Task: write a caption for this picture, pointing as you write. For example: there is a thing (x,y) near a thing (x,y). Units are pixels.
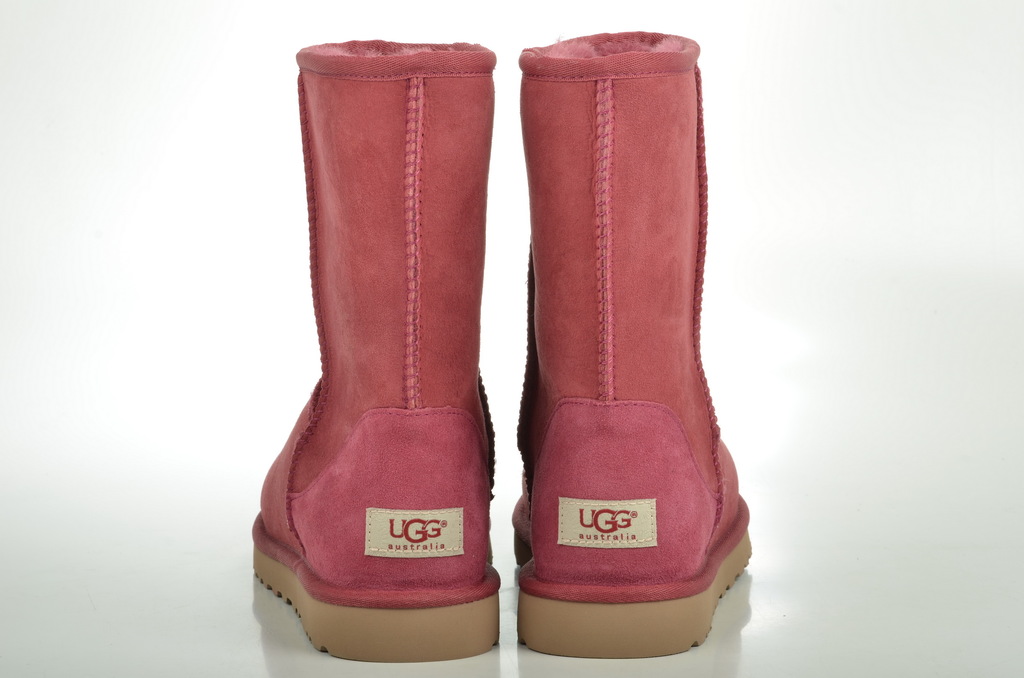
In this picture I can see pair of footwear (628,240) and I can see white color background (724,137).
